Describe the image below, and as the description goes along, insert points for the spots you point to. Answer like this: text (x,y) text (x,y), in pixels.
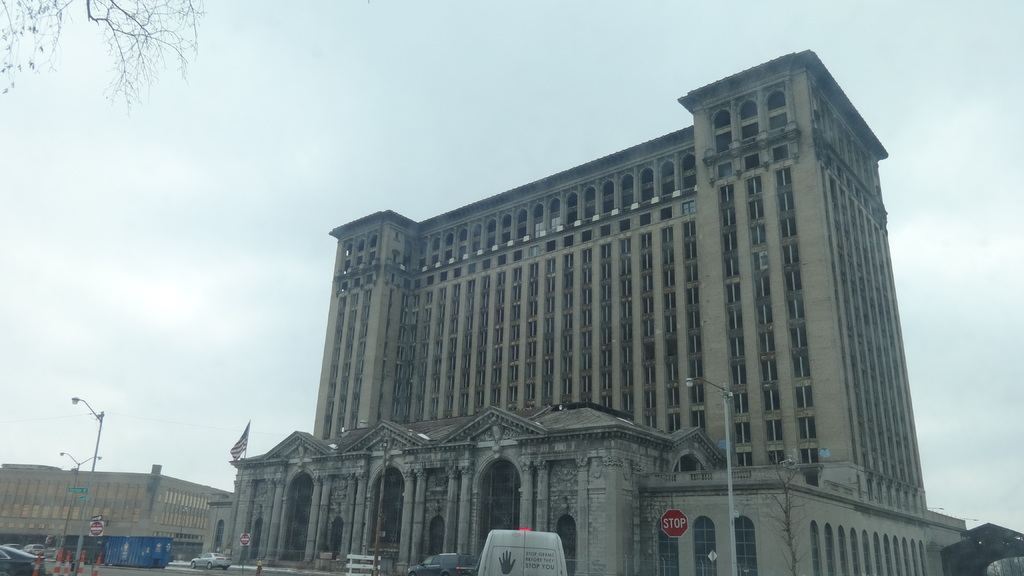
In this image I can see few buildings (76,500), few poles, street lights (74,397), a flag (244,437), few sign boards (680,531), few trees (790,537) and I can also see number of vehicles (23,568) on road (290,574). Over there I can see few traffic cones (39,573) and in background (351,98) I can see the sky (927,167).
